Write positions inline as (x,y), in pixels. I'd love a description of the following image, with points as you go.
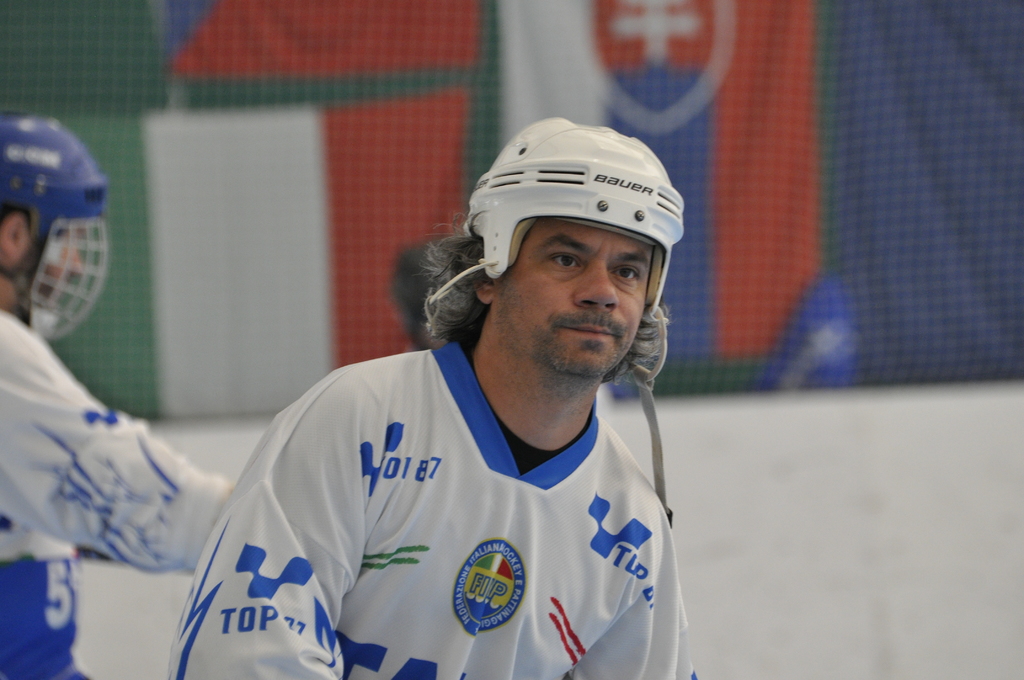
In this picture we can see two persons (158,463), they wore helmets (552,209), we can see a blurry background (965,157), it looks like a cloth (557,64) in the background (396,26).
